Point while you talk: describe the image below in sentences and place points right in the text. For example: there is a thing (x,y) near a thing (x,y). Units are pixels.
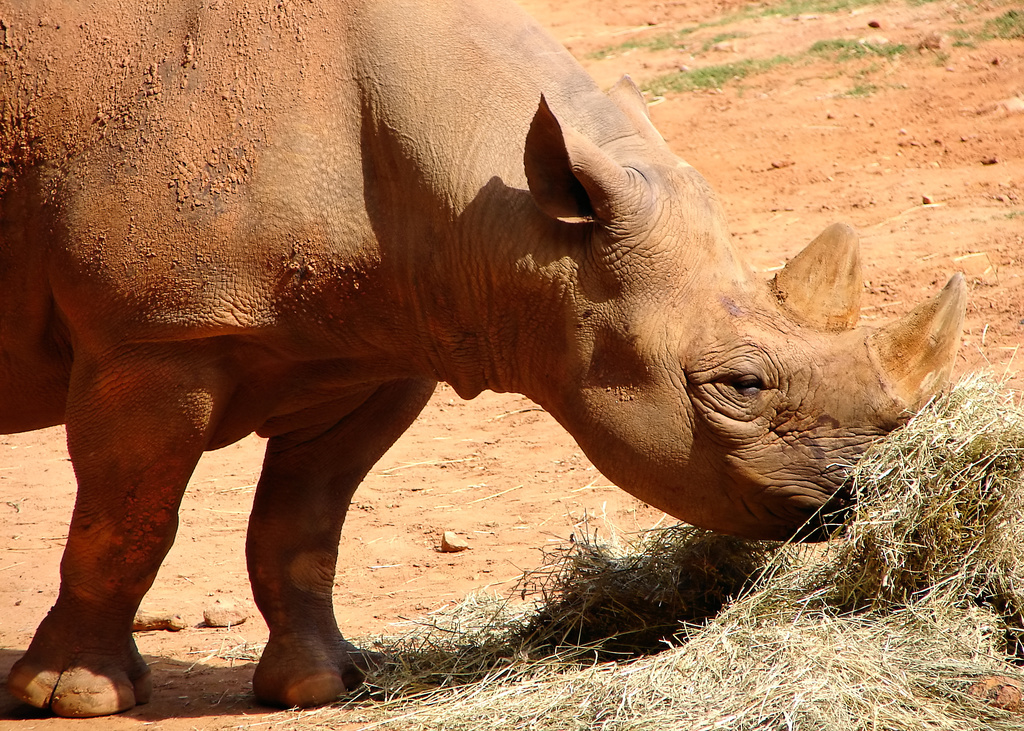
In this image I can see an animal (282,188) which is brown in color is standing on the ground (206,608). I can see some grass (789,681) which is cream in color is on the right side of the image (940,604). In the background (873,165) I can see the ground (832,120) and some grass (859,91) on the ground (797,65).
